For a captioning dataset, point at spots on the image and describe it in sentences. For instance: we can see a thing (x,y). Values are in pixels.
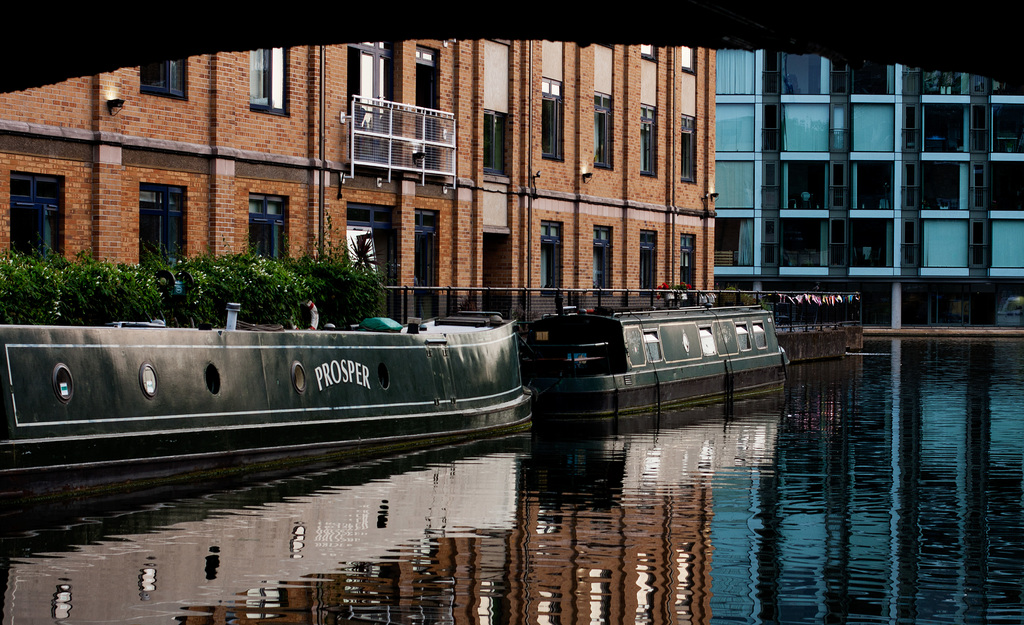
At the bottom of the image (500,486) there is water (377,475). There are boats (275,338). In the background of the image (786,134) there are buildings (720,140). There are windows (555,153). To the left side of the image (170,263) there are plants (137,310). There is a fencing (640,291).
